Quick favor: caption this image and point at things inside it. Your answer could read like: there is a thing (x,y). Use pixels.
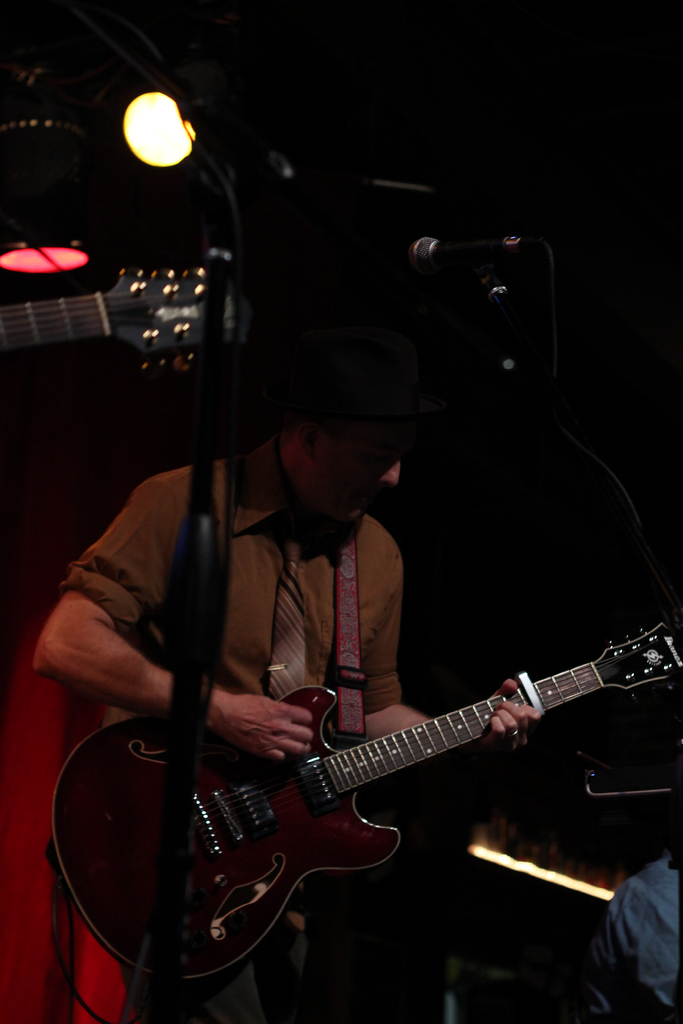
In the image we can see there is a man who is holding guitar (344,757) in his hand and he is wearing a black cap (339,336).
